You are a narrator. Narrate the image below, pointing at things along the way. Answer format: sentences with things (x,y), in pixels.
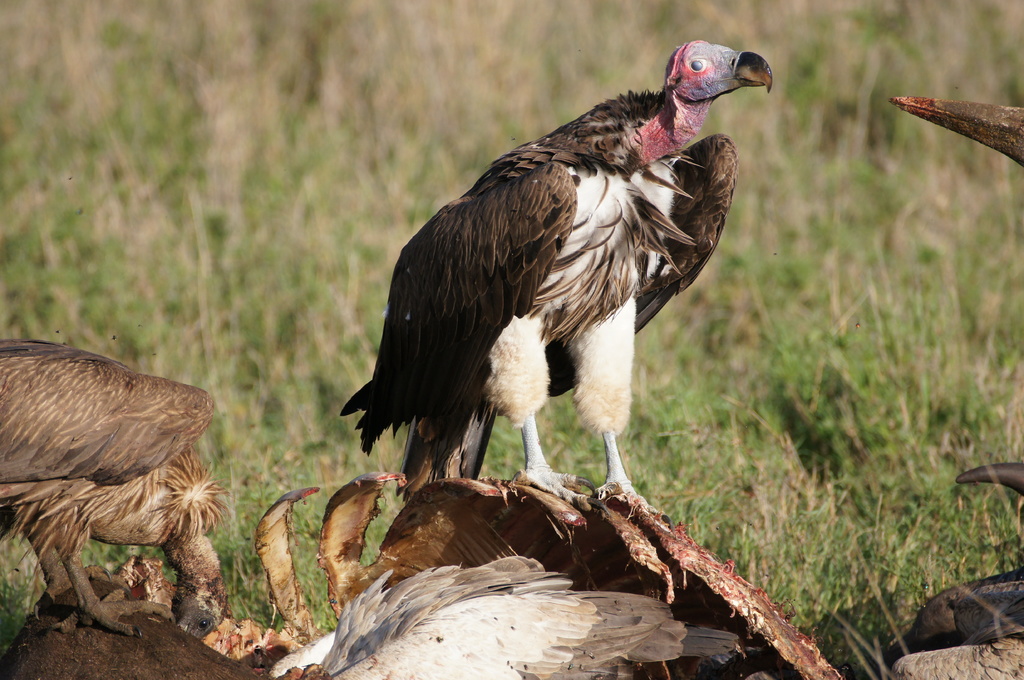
In this image, there are a few birds (459,619). We can see the ground (365,352) with some objects (726,611). We can also see some grass (883,551) and some objects (951,617) on the right (910,570).
